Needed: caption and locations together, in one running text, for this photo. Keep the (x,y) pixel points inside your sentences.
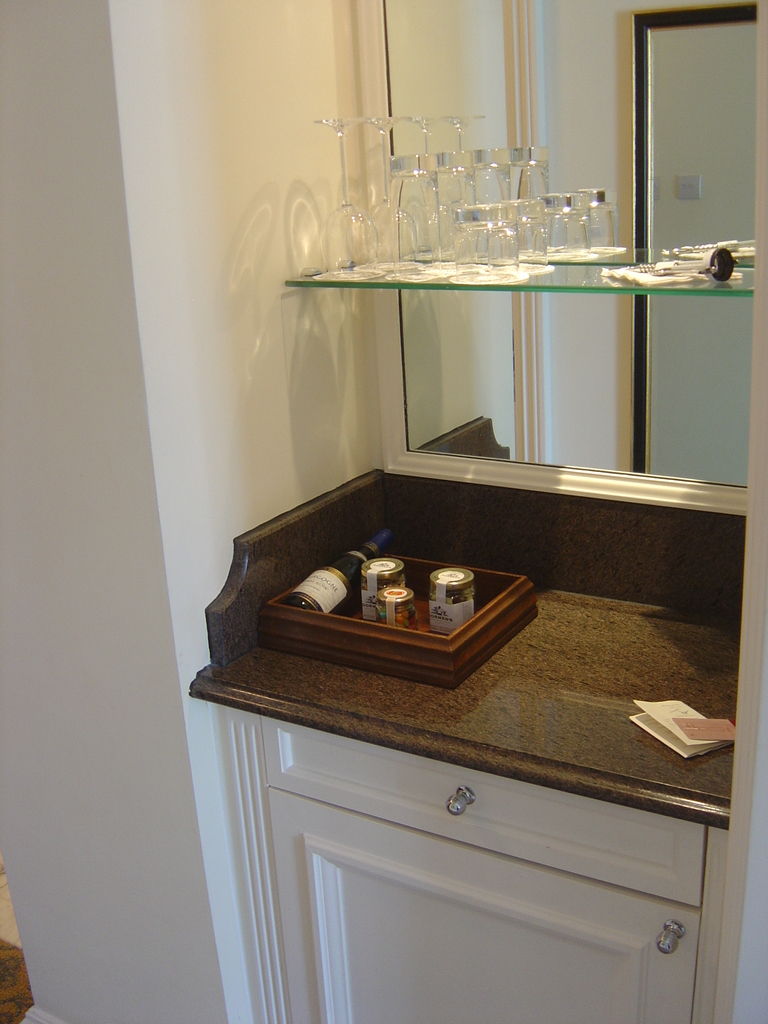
In the image we can see a wall (90,103), on the wall (748,589) we can see a table (222,639). On the table (460,701) we can see some papers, bottles (438,572) and we can see a mirror (426,20), on the mirror (707,447) we can see some glasses (395,155).
